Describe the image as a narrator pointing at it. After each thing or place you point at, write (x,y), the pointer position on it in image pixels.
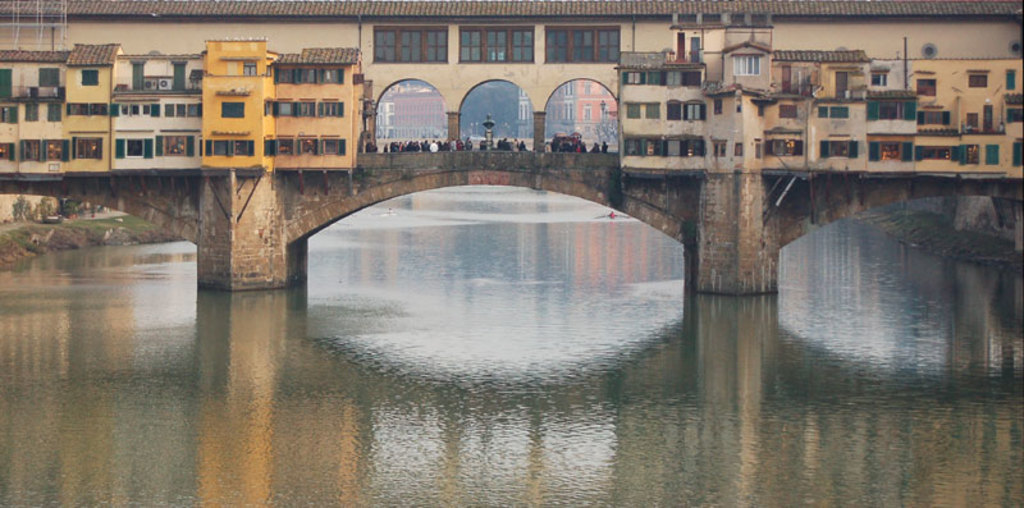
In the picture we can see a bridge (202,186) on the water (834,266), on the bridge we can see some house building constructions (36,130) on both the sides and some people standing in the middle of it on the bridge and behind them, we can see a wall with some pillars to it and from it we can see some house buildings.
